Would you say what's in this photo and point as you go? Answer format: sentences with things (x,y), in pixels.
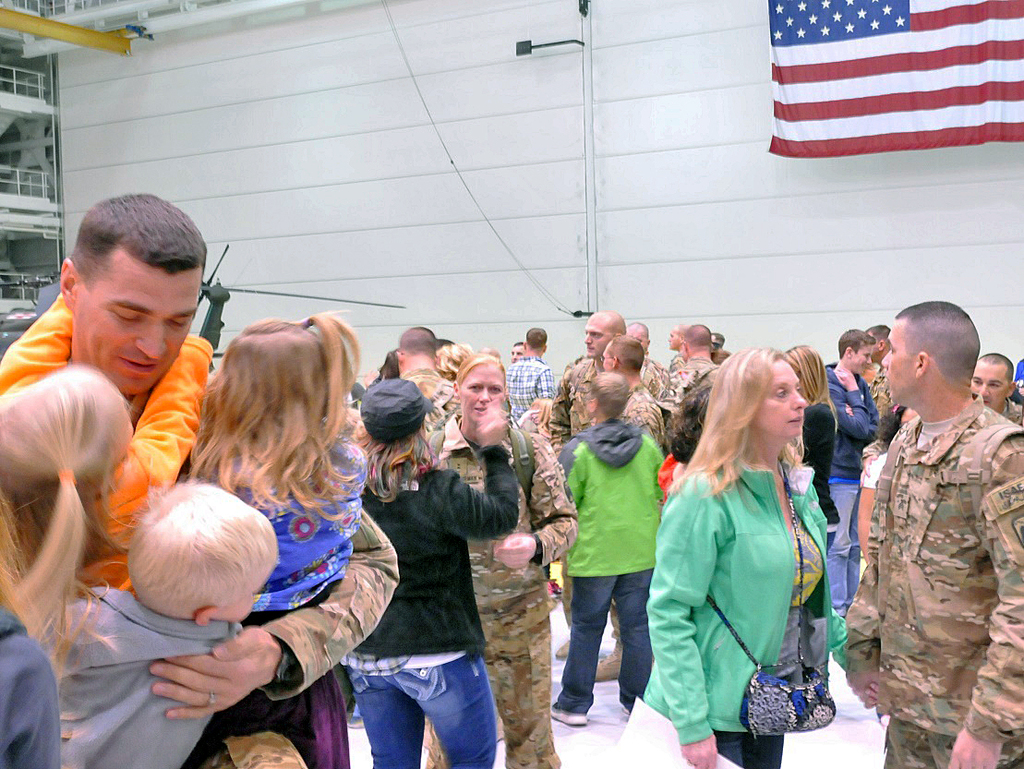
In this image we can see a group of people (474,413) standing on the floor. In that a man (377,608) is carrying three children (250,543) and a woman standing on the right side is holding a paper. On the backside (964,66) we can see the flag (842,71), a helicopter (217,344), a fence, and a light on the wall (737,241).
